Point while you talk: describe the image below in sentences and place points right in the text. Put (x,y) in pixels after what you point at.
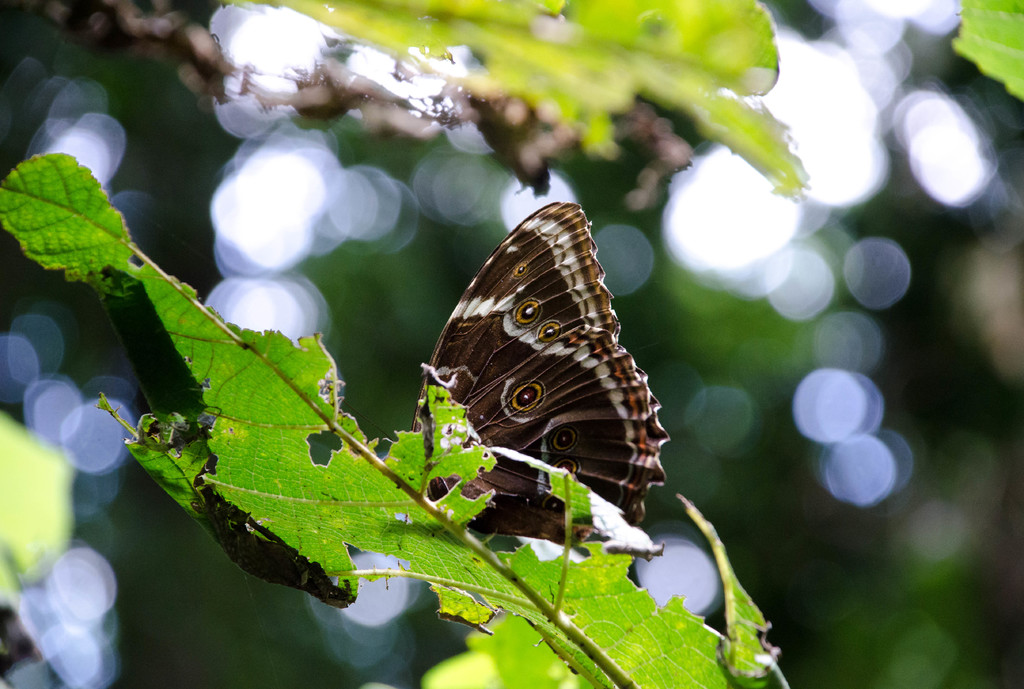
In this image there is a butterfly (498,487) on the leaf (348,519) which is in the center (487,383) and the background (393,315) is blurry.
